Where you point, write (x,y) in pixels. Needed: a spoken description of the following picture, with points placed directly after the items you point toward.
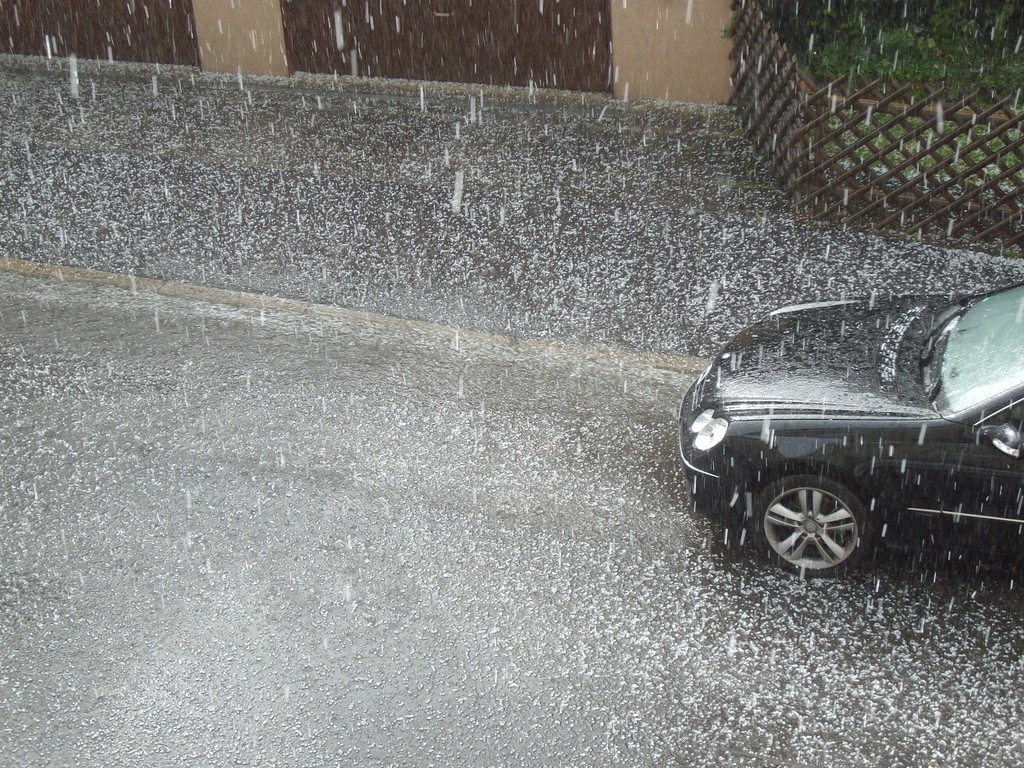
In this image it's raining and there is a car (836,437) moving on the road (251,380). In the background (261,27) there is a building (691,43), at the top right side of the image (919,58) there is grass (901,73) and in front of that there is a railing (759,104).
